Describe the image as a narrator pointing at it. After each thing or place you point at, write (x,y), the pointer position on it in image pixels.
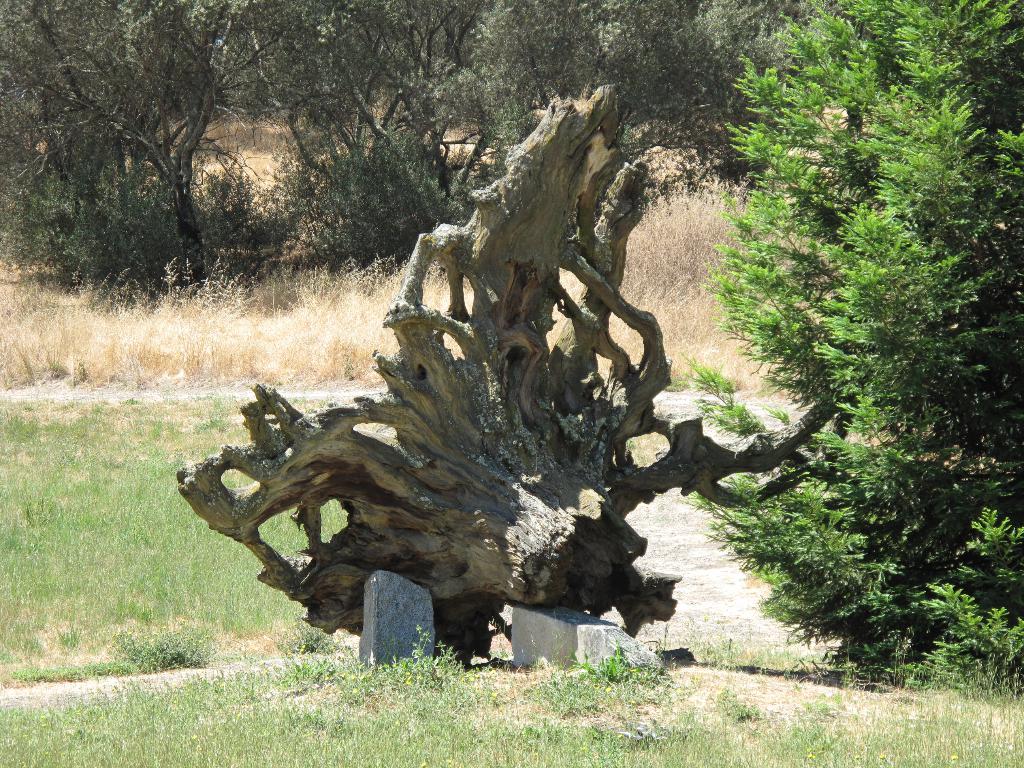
This picture is clicked outside. In the foreground (88,578) we can see the green grass (444,733) and a wooden object (489,408) and some other objects (552,643). On the right (834,510) we can see the tree (855,306) and plants (974,626). In the background (241,141) we can see the trees (182,146), plants (48,248) and the dry grass (99,300).
